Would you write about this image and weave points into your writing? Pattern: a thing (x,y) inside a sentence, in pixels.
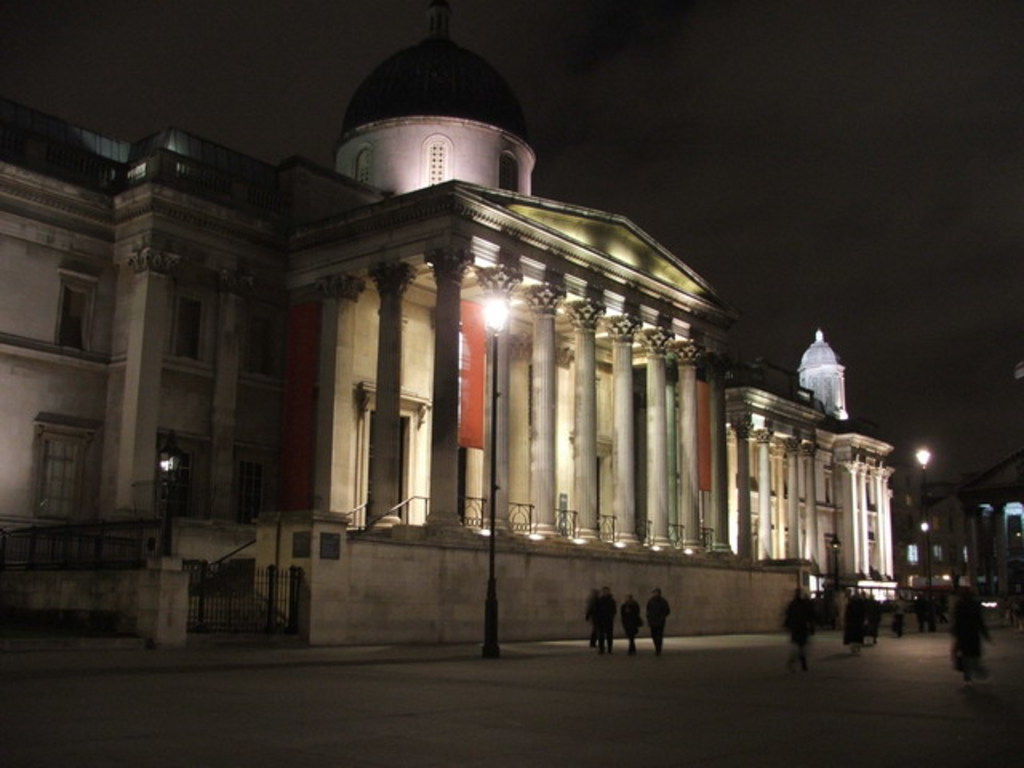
This is the picture of a building (765,475) to which there are some arches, pillars (547,388) and around there are some poles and some people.
